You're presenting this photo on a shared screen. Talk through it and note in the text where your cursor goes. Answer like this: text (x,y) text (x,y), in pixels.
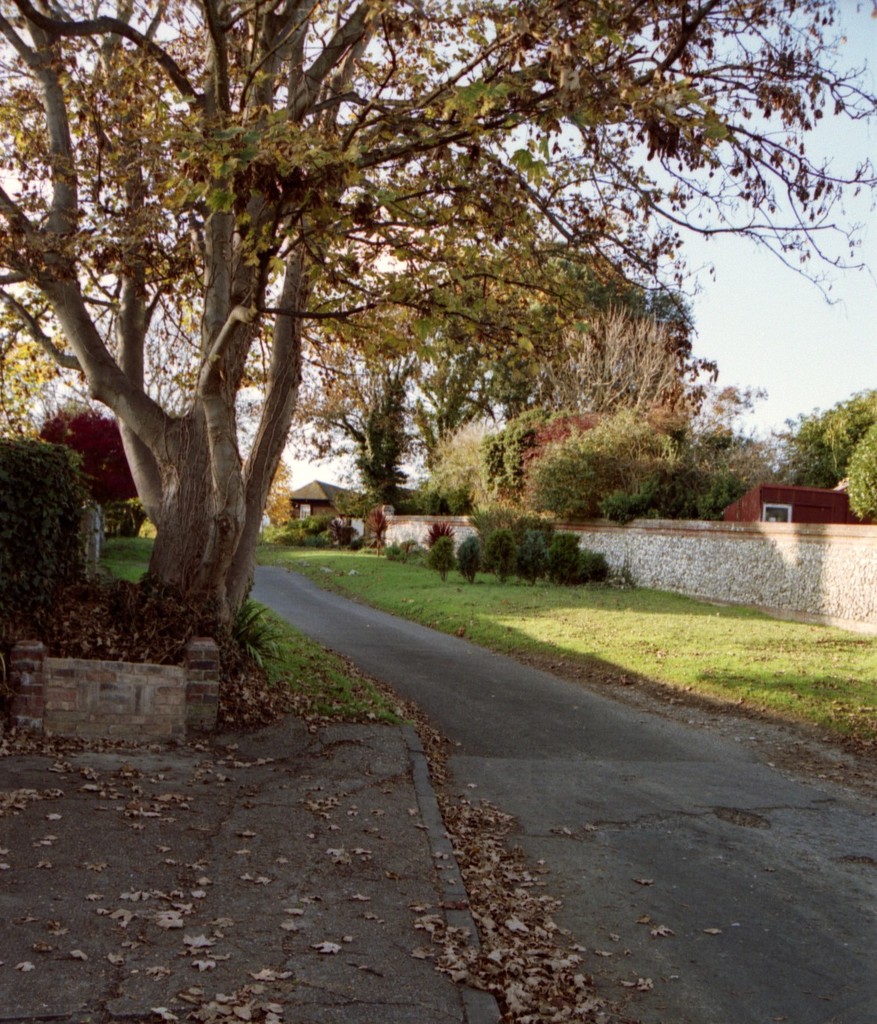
In the center of the image (364,629) there is road (469,683). There are trees (354,389). There is grass (620,625). There are dry leaves (524,996) on the road (573,840).
